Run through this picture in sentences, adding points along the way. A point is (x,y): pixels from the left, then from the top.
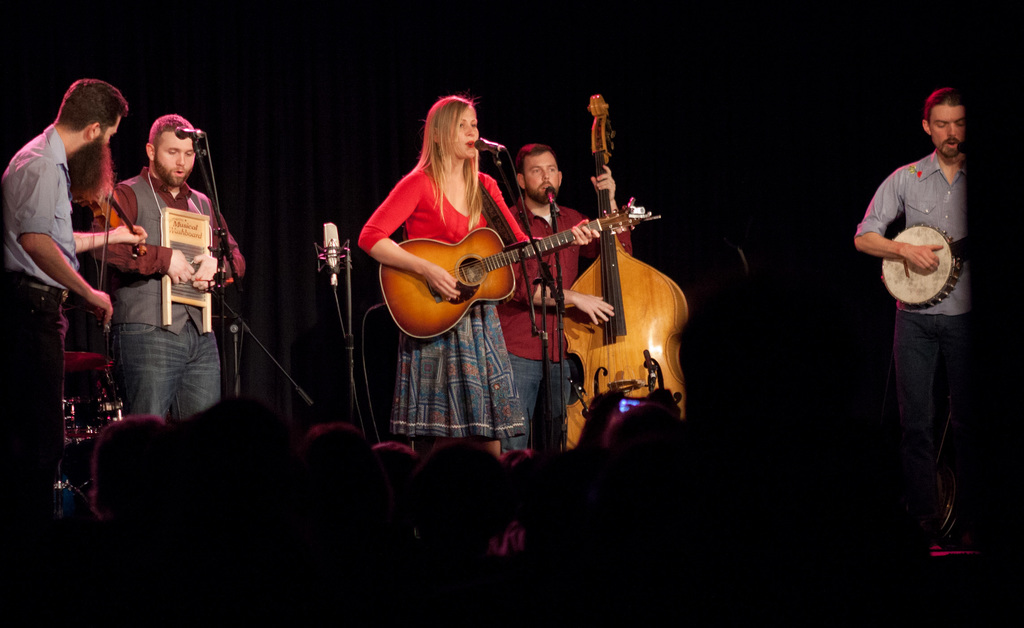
In this picture we can see some group of persons (531,186) playing instrument (497,241) and in middle (500,250) woman (463,152) is singing on mic (488,143) and playing guitar (507,260) and beside to her man (545,203) playing bass (646,325) and on right side (960,244) man (953,301) is playing banjo (901,236) and on left side (170,188) two man (180,197) are playing and in front of them there is crowd of people (455,530).
